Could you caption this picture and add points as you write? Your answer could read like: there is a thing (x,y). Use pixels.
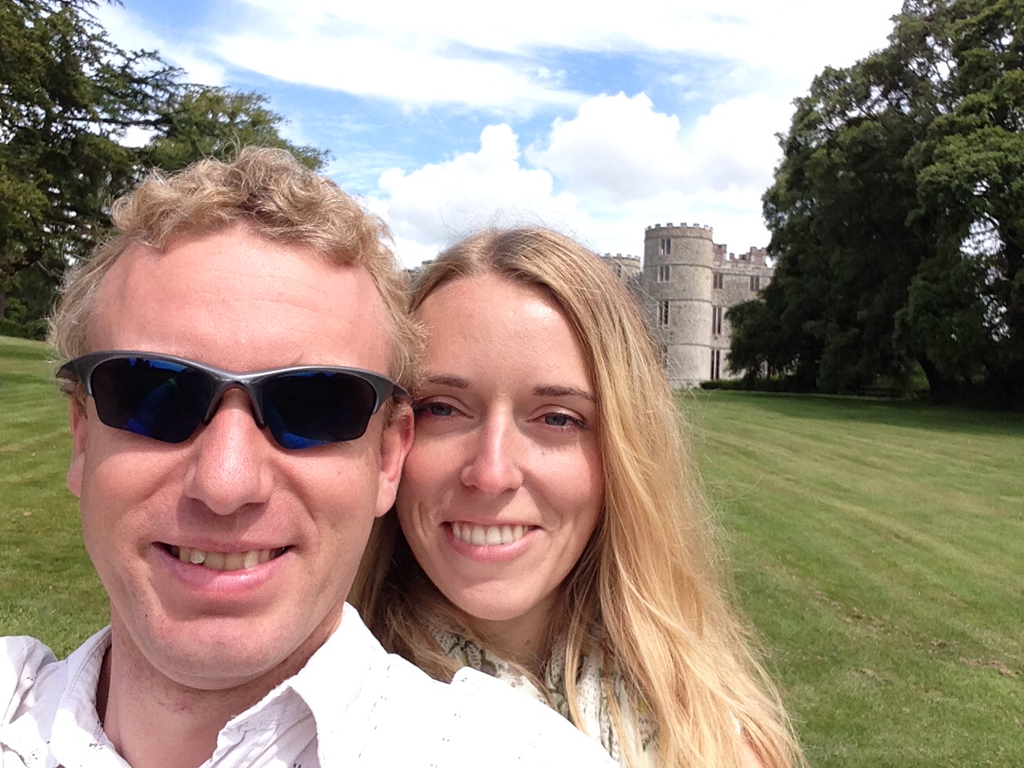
In this picture we can see a man (212,637) and a woman (551,611) are smiling in the front (525,641), at the bottom (792,633) there is grass (944,704), on the right side (835,328) and left side (32,188) there are trees (64,217), it looks like a fort (679,284) in the background (660,291), there is the sky (751,25) at the top of the picture (603,44).
